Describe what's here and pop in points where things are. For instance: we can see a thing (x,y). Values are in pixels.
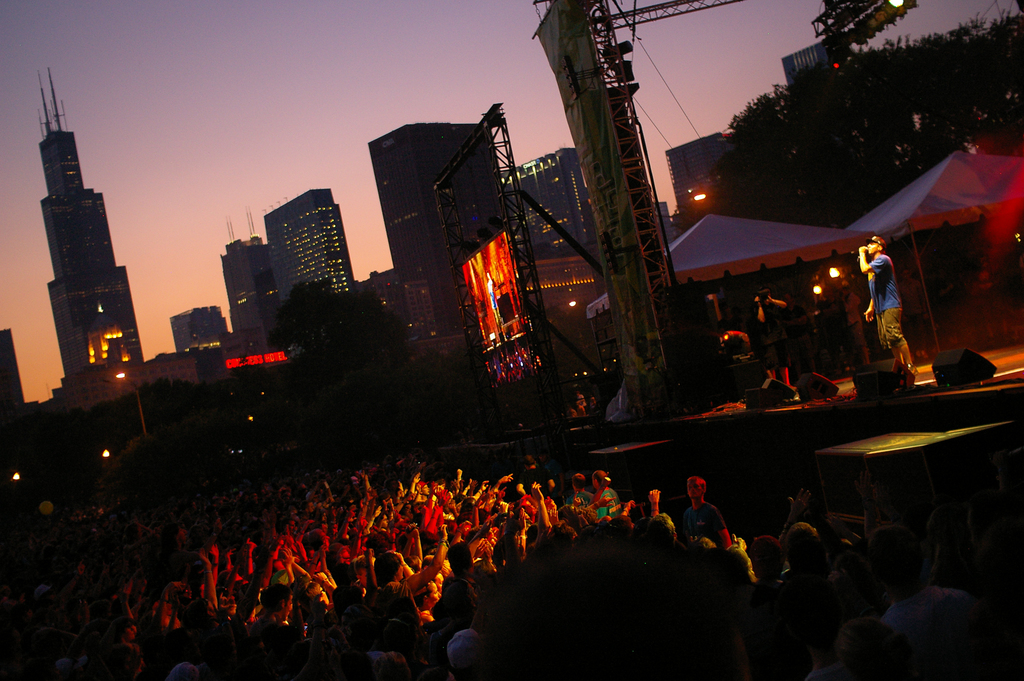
In this image there are people (385,563) standing, in front of them there is a stage (827,412), on that stage (915,401) there are people (774,324) singing, in the background (411,263) there are tents (910,228), buildings (423,279), screen (480,319) and the sky (357,123).
